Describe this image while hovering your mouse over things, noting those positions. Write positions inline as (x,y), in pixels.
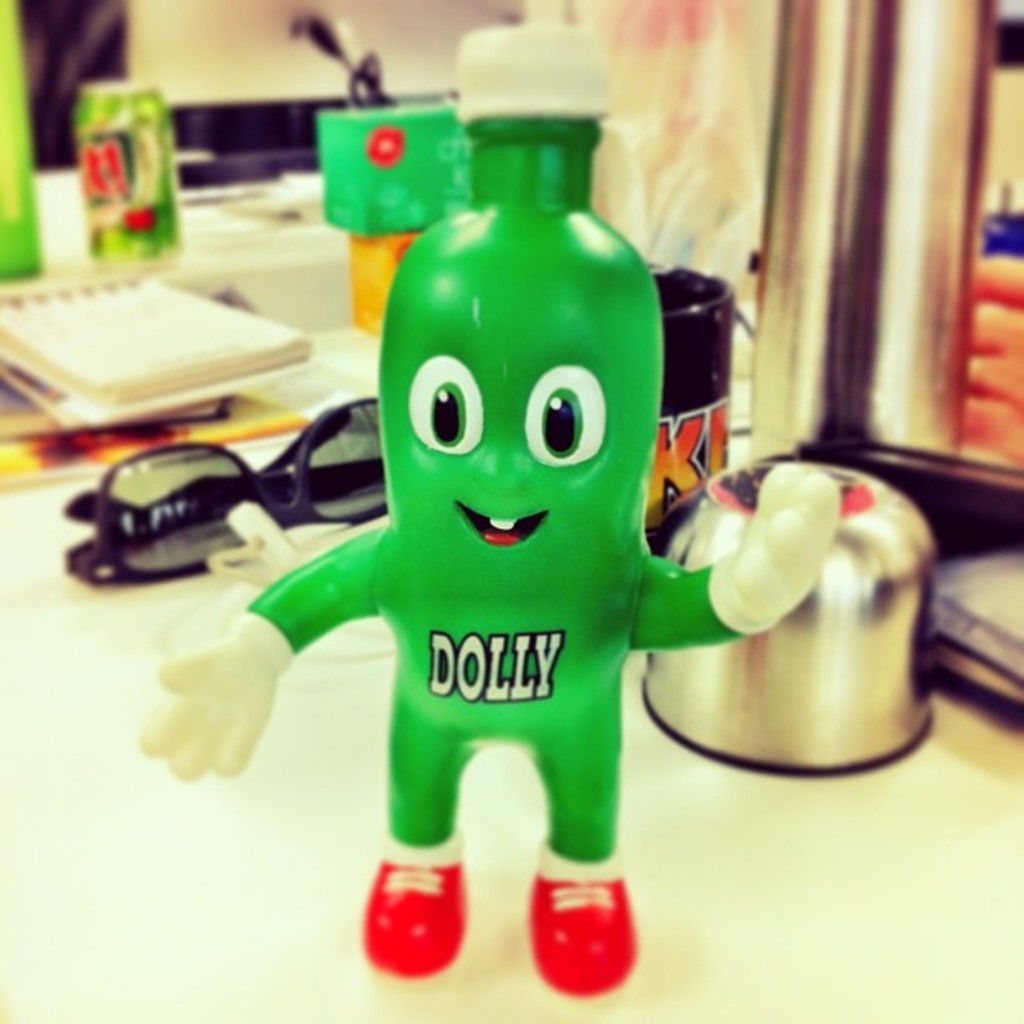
In the picture there are some papers (67,444), doll (405,379), cake tin (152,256), goggles (145,485) and other items (696,376) on a table (377,659).
